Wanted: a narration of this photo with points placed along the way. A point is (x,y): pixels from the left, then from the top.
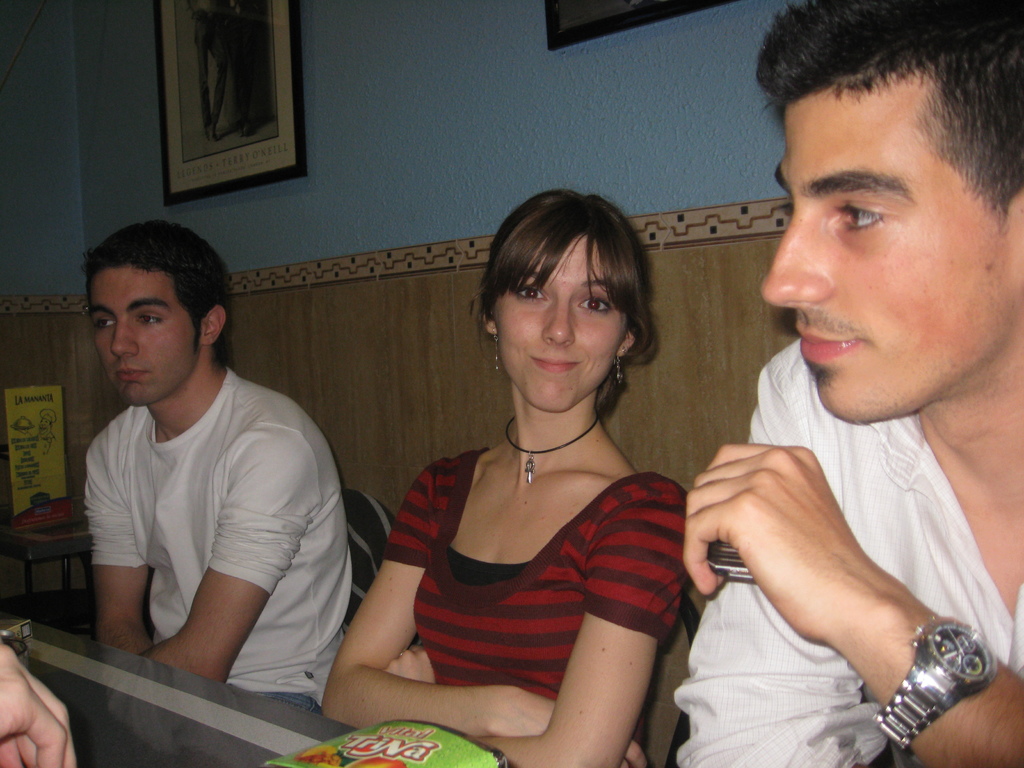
In this image, we can see people (143,317) sitting and there are some objects (349,755) on the table (263,749). In the background (69,348), there are frames (290,94) on the wall (319,287) and we can see a box (26,460) placed on the stand (57,550).
